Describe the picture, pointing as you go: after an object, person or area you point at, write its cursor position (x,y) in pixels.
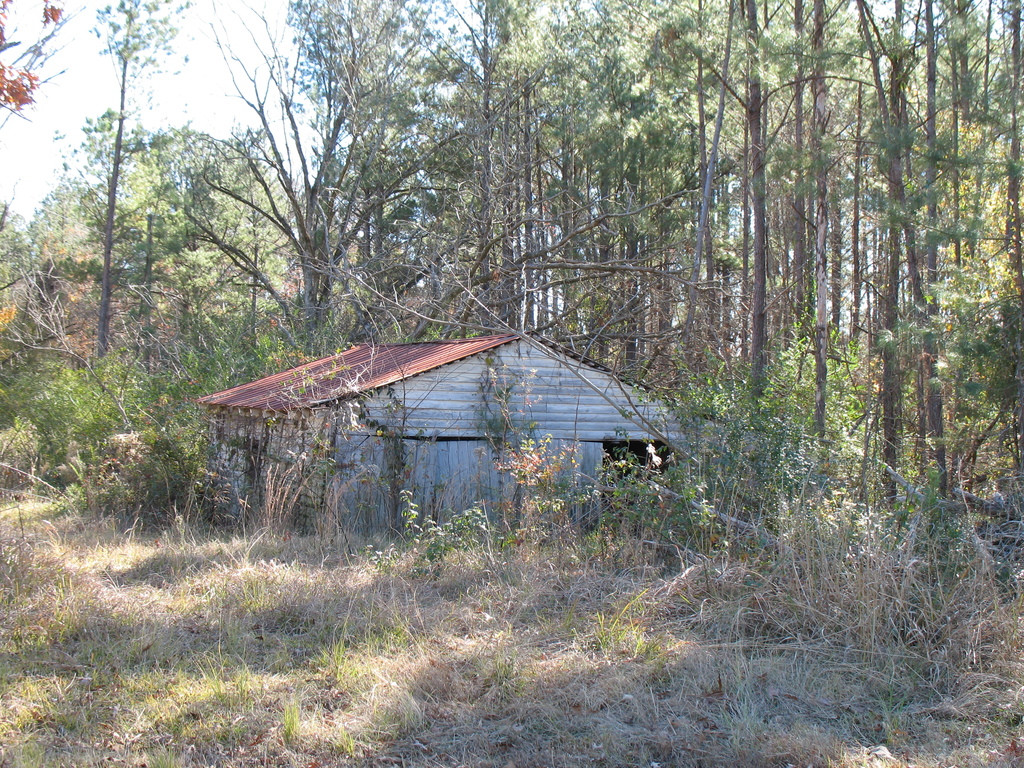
In this picture we can see grass (369,574), plants (433,524), shed (379,399) and trees (1015,237). In the background of the image (263,100) we can see the sky (250,126).
